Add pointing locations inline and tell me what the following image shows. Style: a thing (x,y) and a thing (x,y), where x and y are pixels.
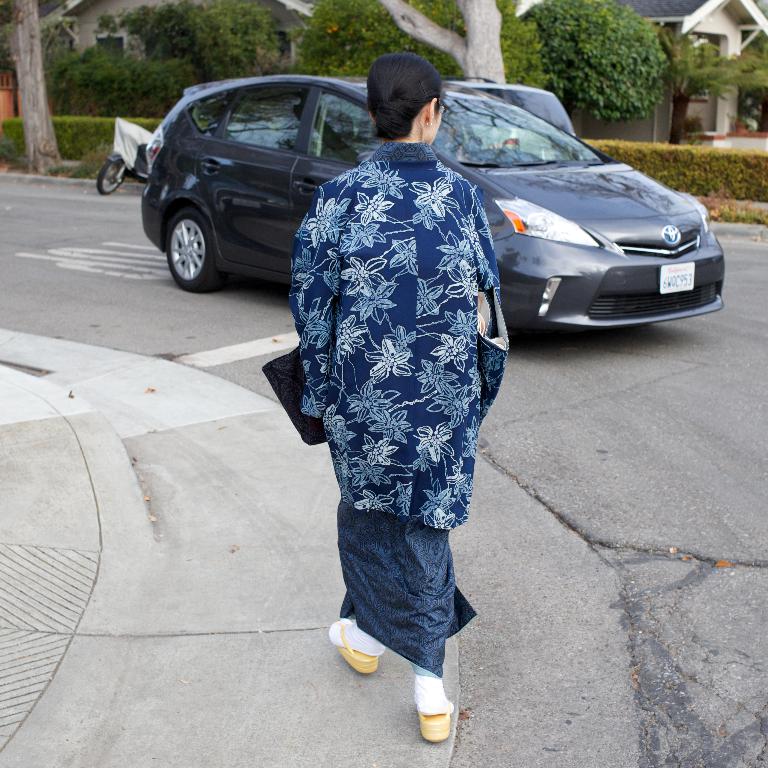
In the front of the image (453,474) I can see a woman (431,617) is walking. Vehicle (656,271) is on the road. In the background of the image (667,113) there are trees (660,61), plants (62,116), motorbike (127,155) and houses (732,52).
